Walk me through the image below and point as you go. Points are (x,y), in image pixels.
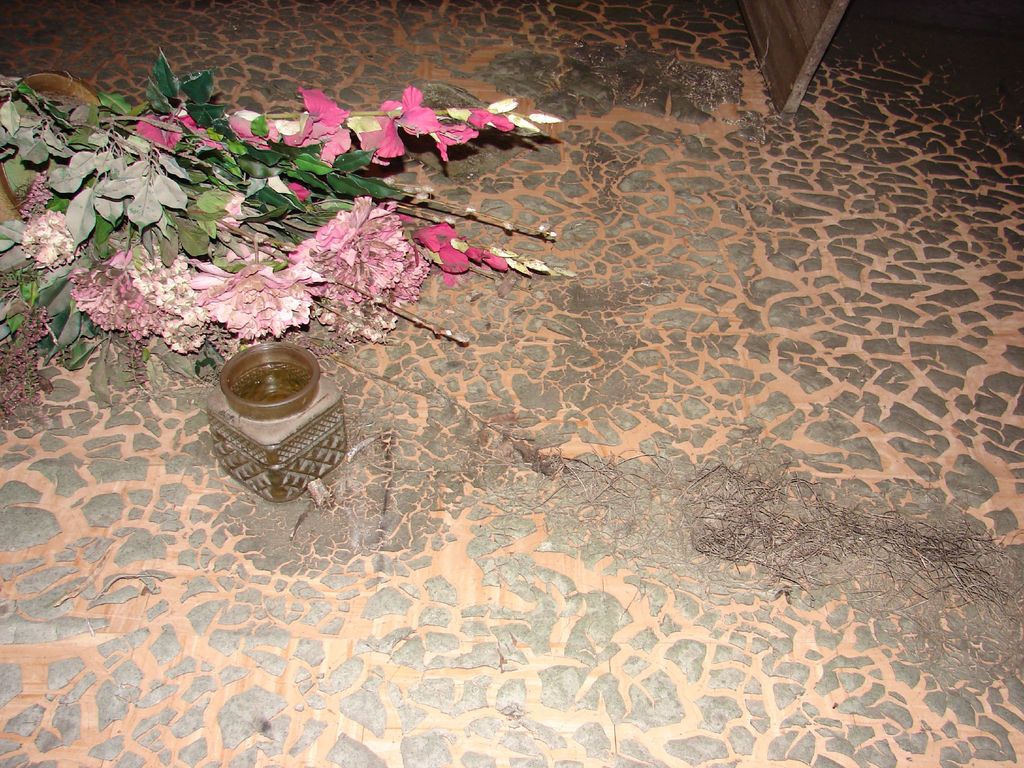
In this image we can see plants (162,198), flowers (446,111), and a jar (297,431) on the surface (516,154).
